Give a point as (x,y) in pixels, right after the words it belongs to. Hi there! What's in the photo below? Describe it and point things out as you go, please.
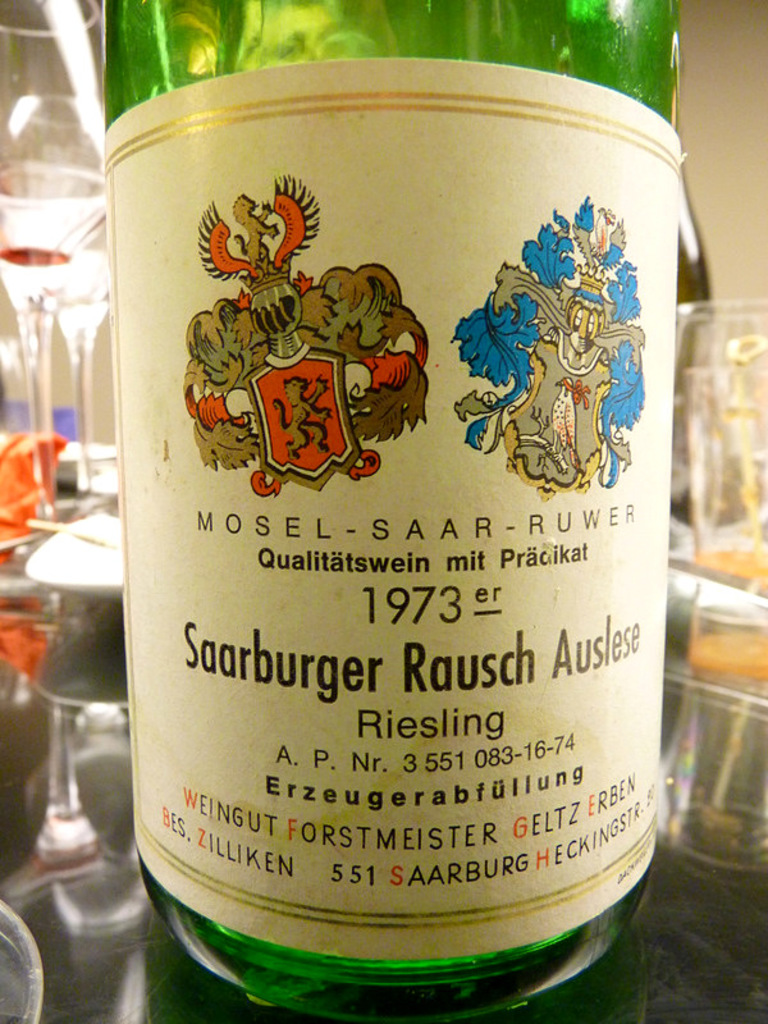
In this picture there is a green color bottle (274,112) which is placed at the center of the image (336,410) and Riesling is written on it and there are some other bottles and glasses (88,351) behind the bottle (190,553) in the image.
